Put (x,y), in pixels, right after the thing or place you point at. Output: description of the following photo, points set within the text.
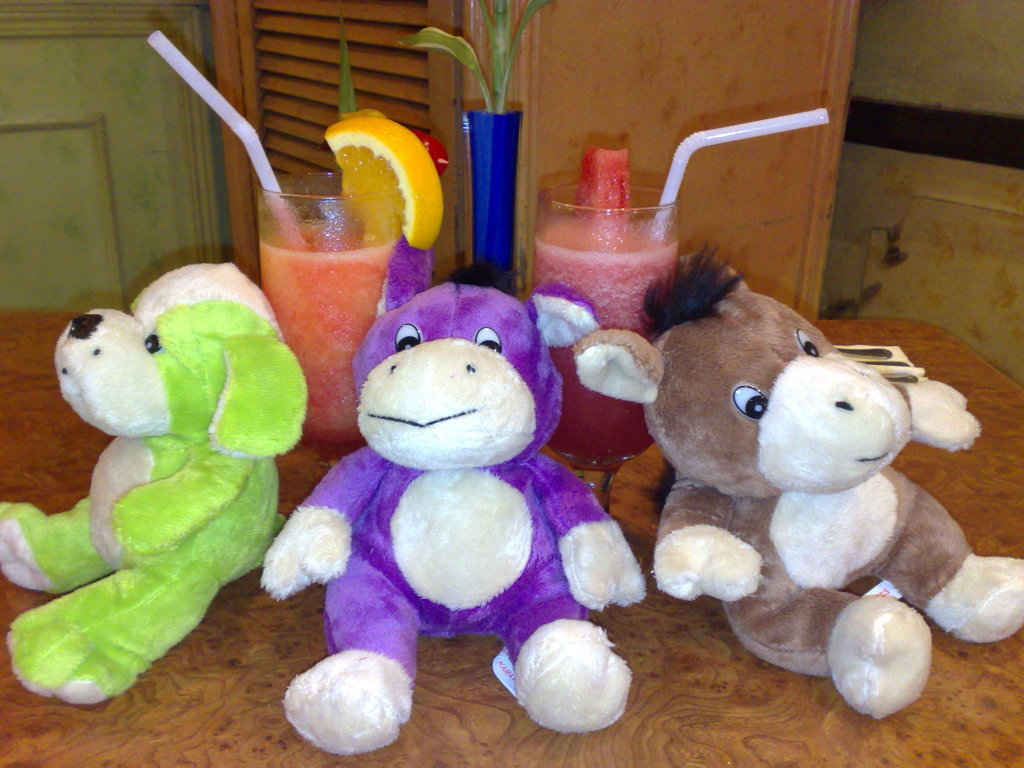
In this image I see 3 soft toys (391,433) in which this one is of white and green in color, this one is of white and purple in color and this one is of white and brown in color and I see glasses (562,277) in which there are 2 straws (675,196) and I see a piece of a fruit (381,184) and these things are on the brown color surface (17,432) and I see the blue color thing (487,259) over here and I see the wall (896,260).
